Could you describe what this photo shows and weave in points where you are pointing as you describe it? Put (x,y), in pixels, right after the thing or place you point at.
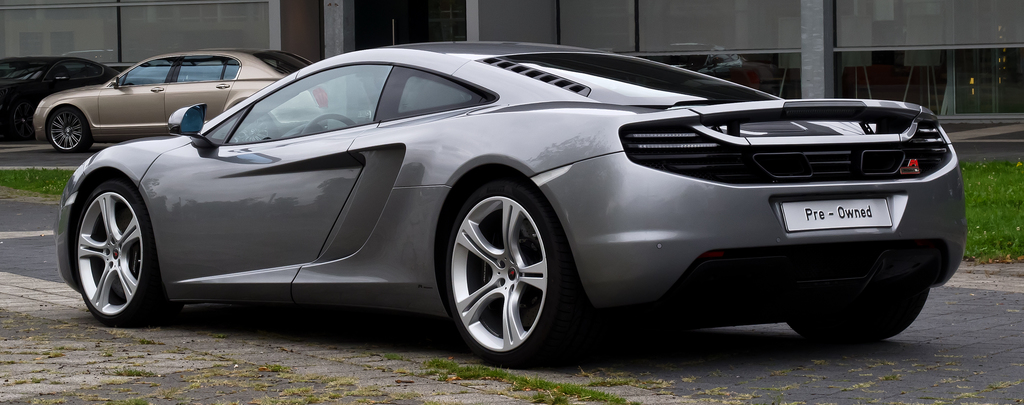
These are the cars (137,126), which are parked. On the right side of the image (968,214), I can see the grass (981,258). This looks like the road (378,349). In the background (157,27), I think this is a building (487,23) with the glass doors (641,32).
